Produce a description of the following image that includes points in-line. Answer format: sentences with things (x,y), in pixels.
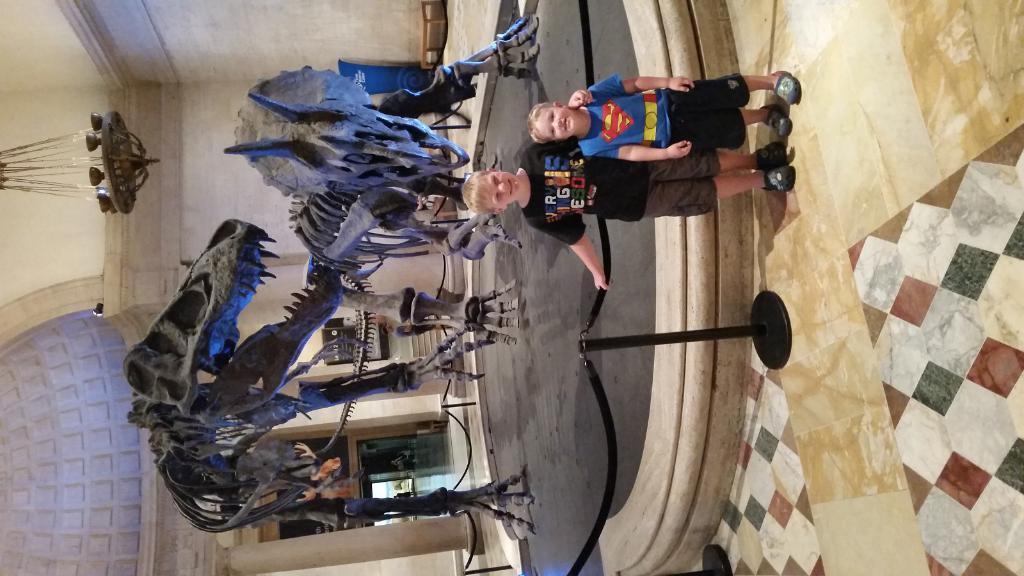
In this image we can see two boys (639,151) are standing on the floor (879,220). Behind them, we can see a fence (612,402) and the skeleton (406,193) of a dinosaur (406,193). We can see a chandelier (106,168) on the left side of the image (106,154). In the background (198,138), we can see the wall (227,26) and pillars (386,544).
